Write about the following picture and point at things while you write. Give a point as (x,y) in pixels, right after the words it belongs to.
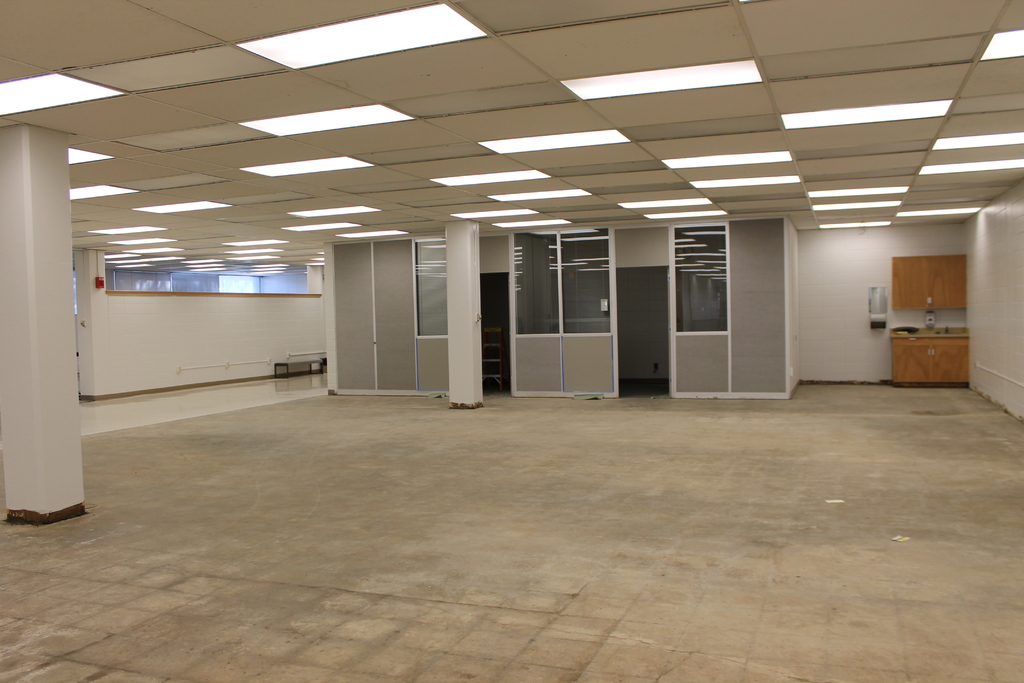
There is a floor (571,532) at the bottom of this image (527,525), and there is a wall (223,322) in the background (379,355). We can see there are some glass doors (542,348) in the middle of this image (536,283), and there are some lights (165,206) at the top of this image (742,162). There is a pillar (27,385) on the left side of this image (65,411).
